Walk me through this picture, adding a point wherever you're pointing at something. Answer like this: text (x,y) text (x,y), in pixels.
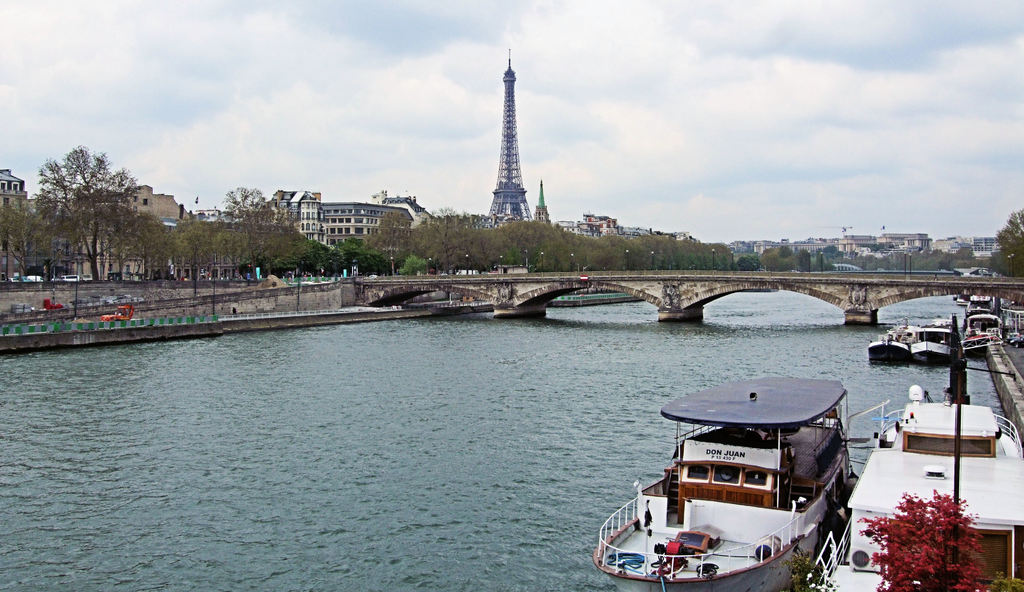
In the foreground of the picture (808,409) there are boats (800,478), water body (22,446) and bridge (620,278). In the middle of the picture (518,204) there are trees (733,267), buildings (353,223), roads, vehicles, monuments (543,190) and other objects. At the top (461,100) it is sky (592,78).
